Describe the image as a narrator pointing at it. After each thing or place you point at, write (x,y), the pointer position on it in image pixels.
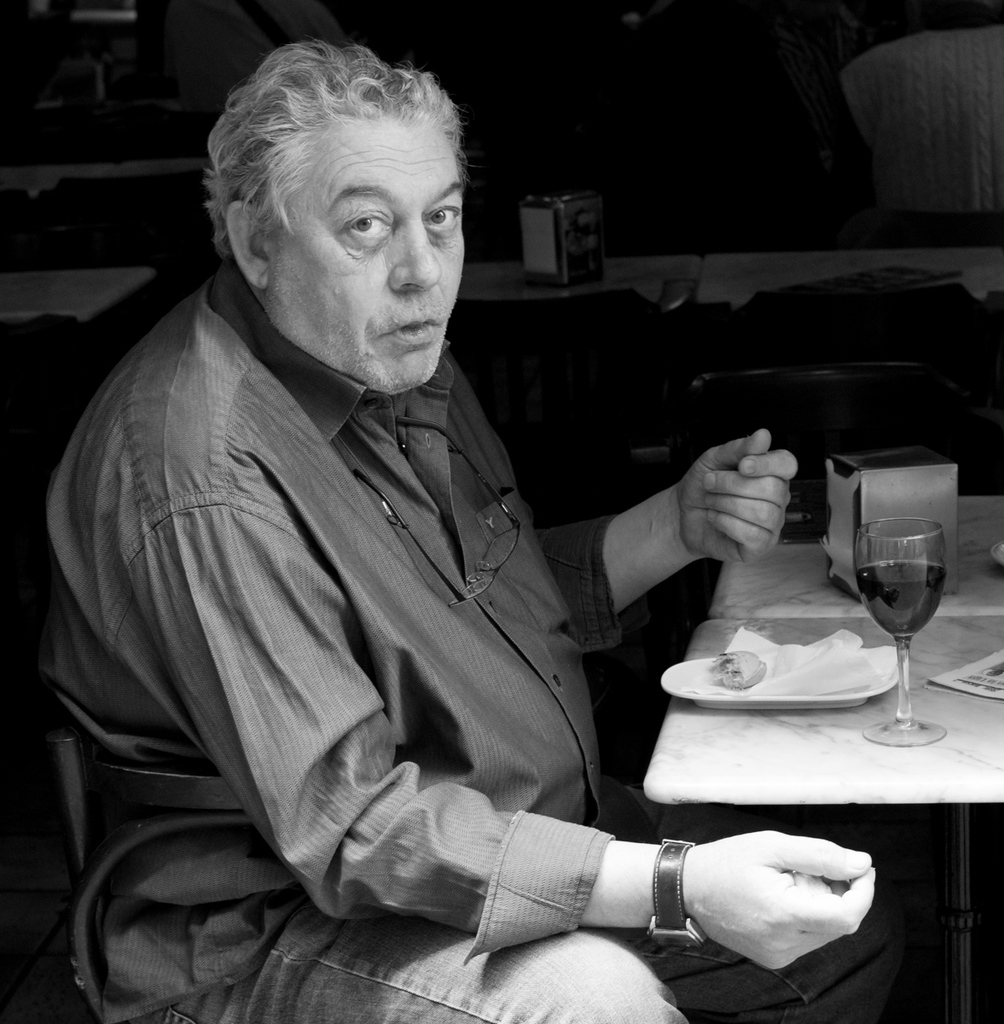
In this picture we can see a man (309,356) is sitting in front of a table (730,570), there is a plate (866,688), a glass (881,725) of drink (908,616), a box (909,532) and a paper (948,674) on this table (988,606), we can see some food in this plate (854,696), it is a black and white image.
